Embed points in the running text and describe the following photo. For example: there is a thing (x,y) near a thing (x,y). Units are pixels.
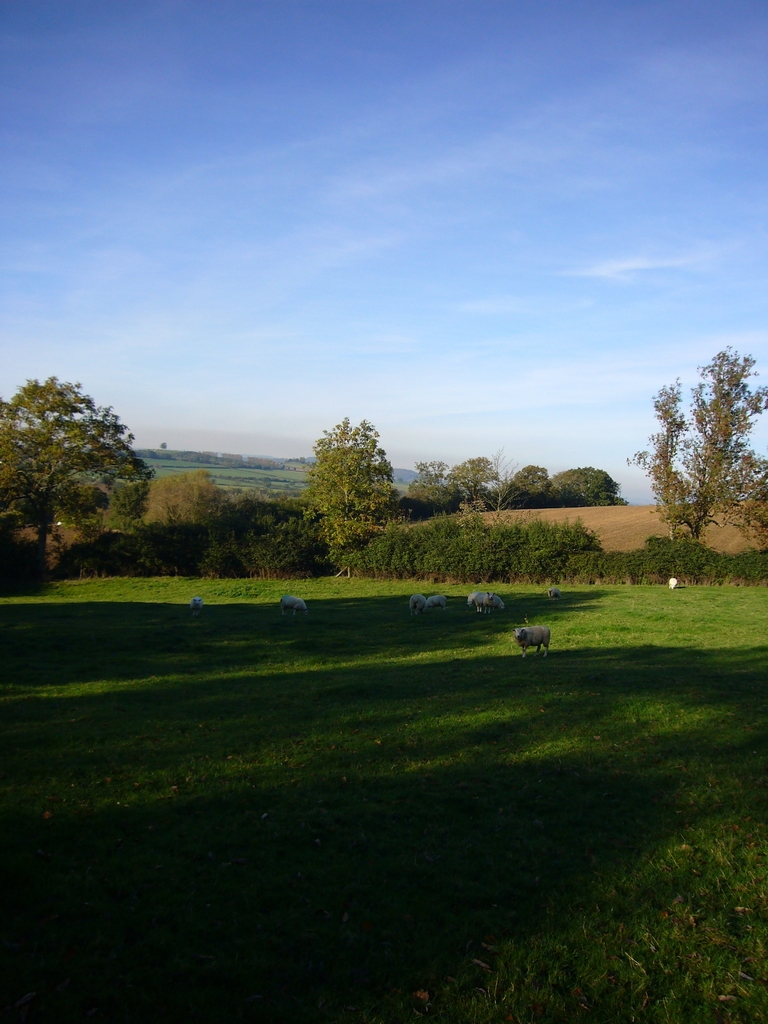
This is an outside view. At the bottom (227,869), I can see the grass (458,836) and there are few animals (541,629) on the ground (461,633). In the background (264,539) there are many trees (240,500). At the top of the image (411,225) I can see the sky (354,184) in blue color.
